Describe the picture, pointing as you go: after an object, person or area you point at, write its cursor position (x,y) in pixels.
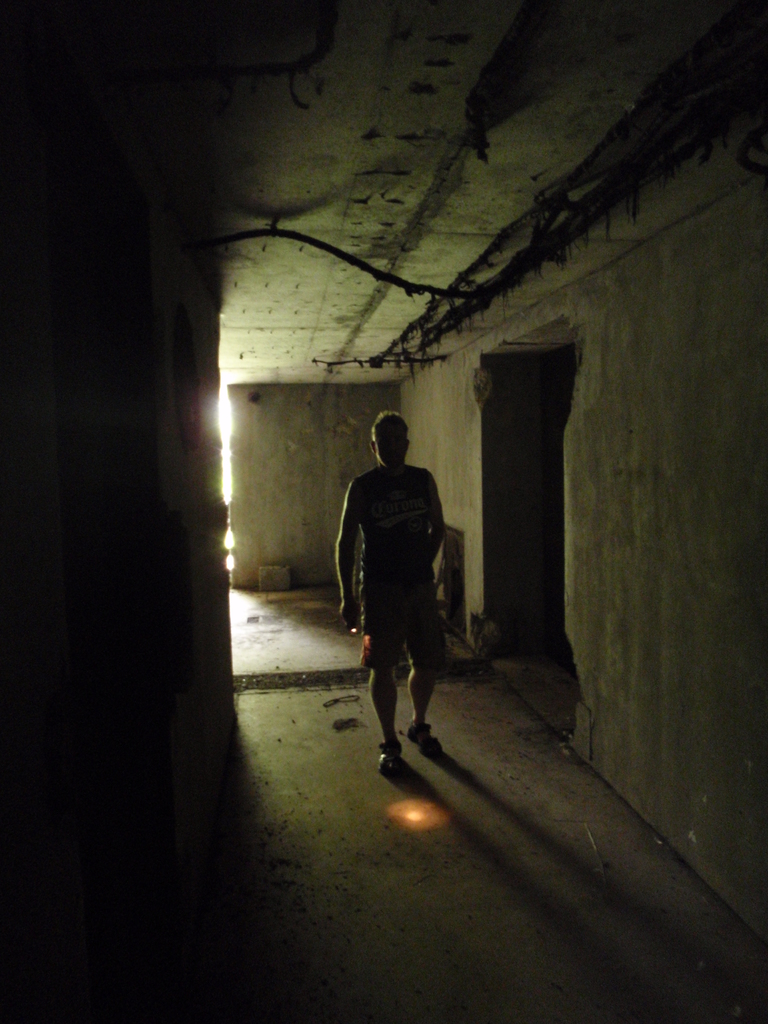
In this image we can see a man (391,544) is walking. The walls (194,650) are not completely finished with cement (716,454).
